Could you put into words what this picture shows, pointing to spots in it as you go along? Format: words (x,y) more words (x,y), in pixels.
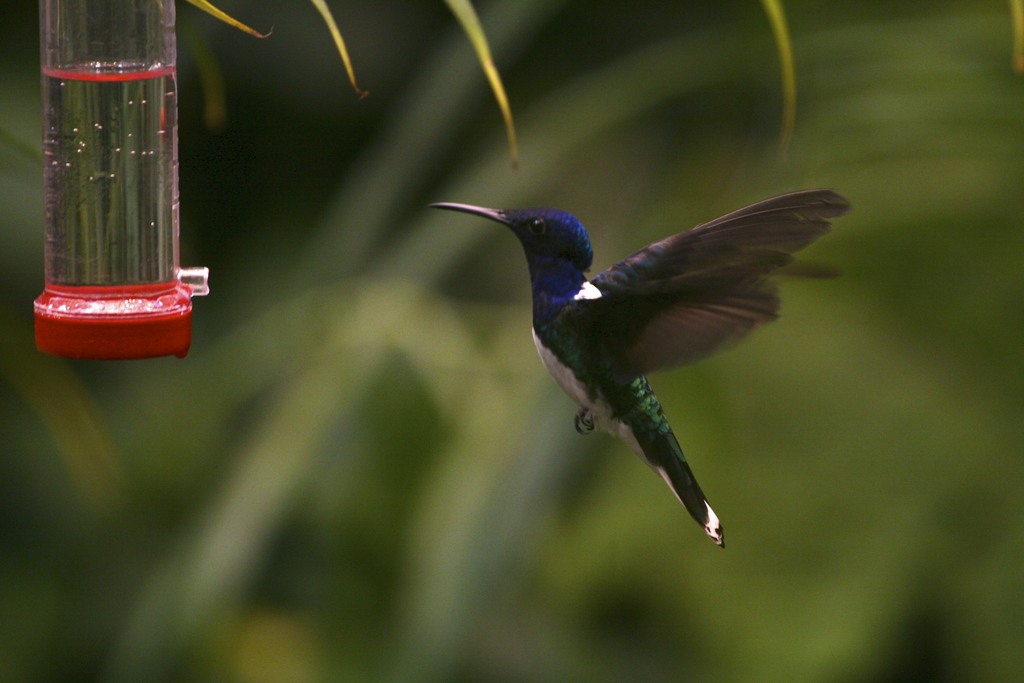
In the middle of the image (666,432) a bird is flying. Background of the image (988,554) is blur. Top left side of the image (154,2) there is a bottle (167,355), in the bottle (144,107) there are some water (136,253).
